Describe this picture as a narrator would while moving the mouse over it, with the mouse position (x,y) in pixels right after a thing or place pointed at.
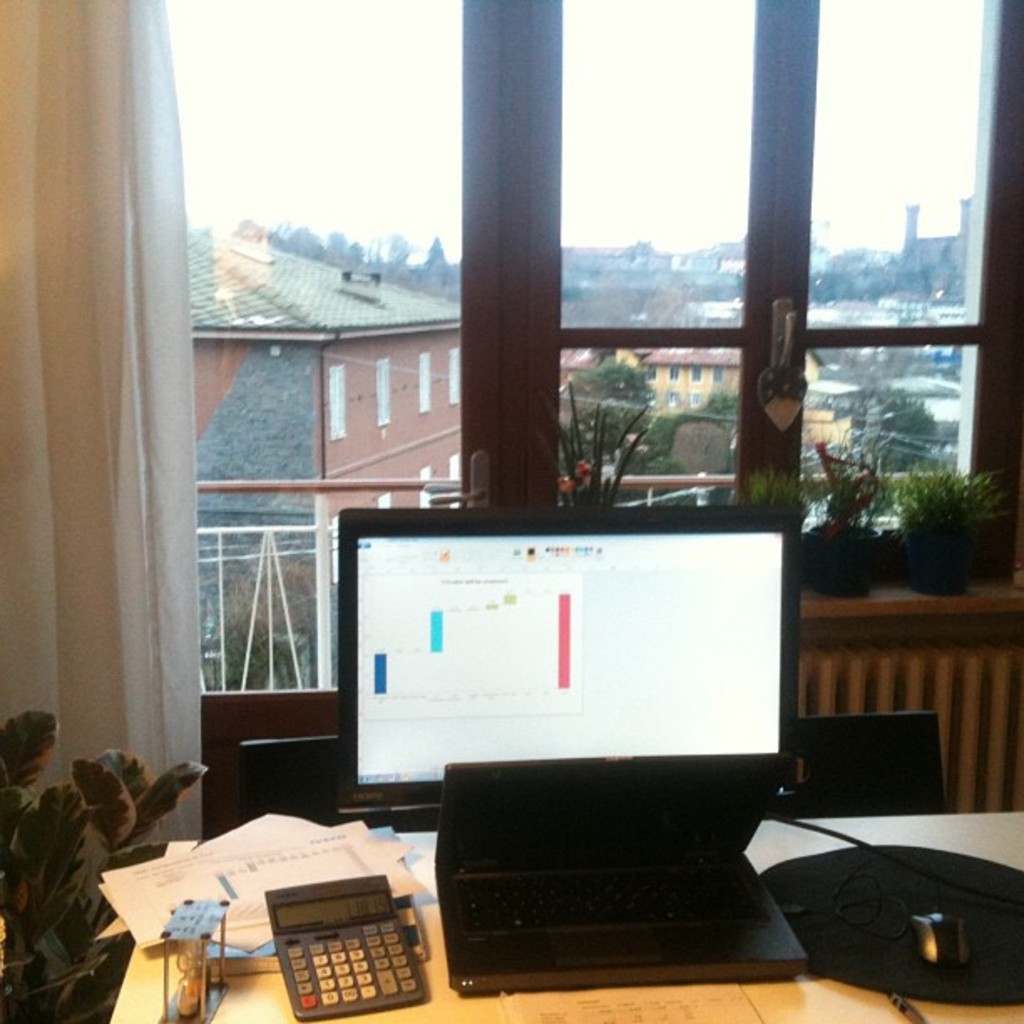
In this image it seems like there is a desktop (602,629) on the table (502,1009) and there is a laptop (626,816) in front of it. On the table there is calculator (334,928), papers (254,864), toy (196,910), mouse (949,955) and mousepad (894,909). At the background (808,348) there is a window (509,301) through which we can see building (294,398), trees (616,383), sky (661,90). To the left side (72,214) there is a curtain (26,295).
